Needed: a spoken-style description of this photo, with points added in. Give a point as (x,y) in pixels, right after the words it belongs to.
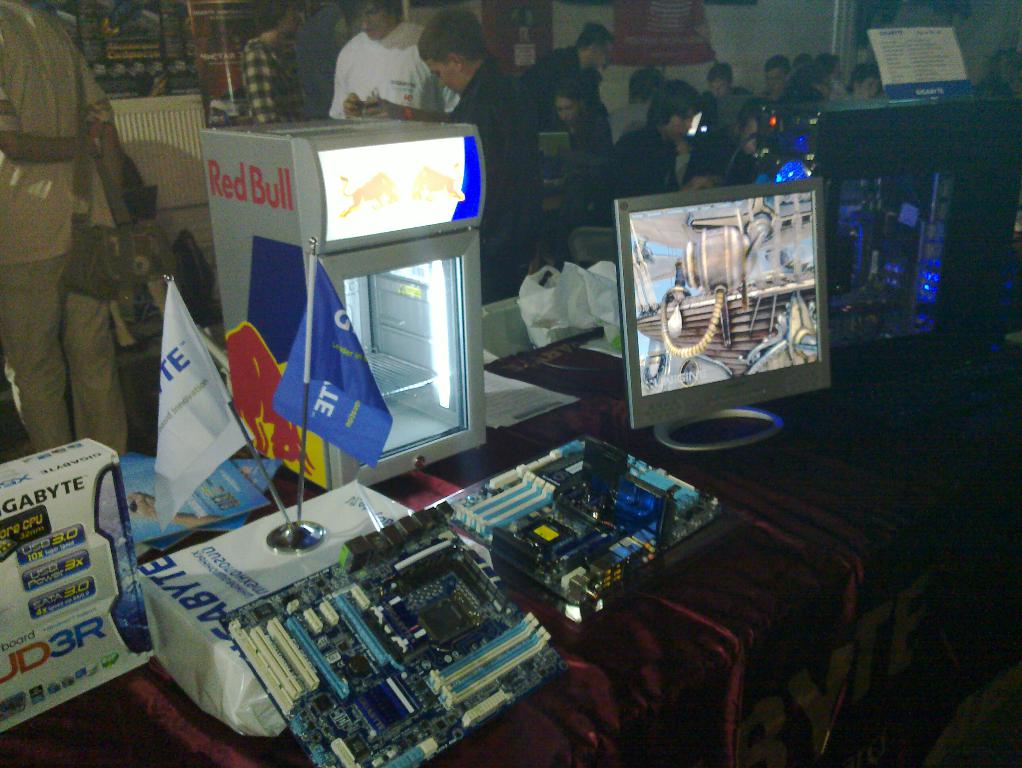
In the center of the image (512,462) there is a table (778,483). On the table (779,462) we can see screen (707,281) refrigerator (414,349), flags (313,411), box (267,572) and some objects (546,496) are there. At the top of the image (613,123) a group of people (712,89) are there. At the bottom right corner (948,733) floor (970,743) is present.
